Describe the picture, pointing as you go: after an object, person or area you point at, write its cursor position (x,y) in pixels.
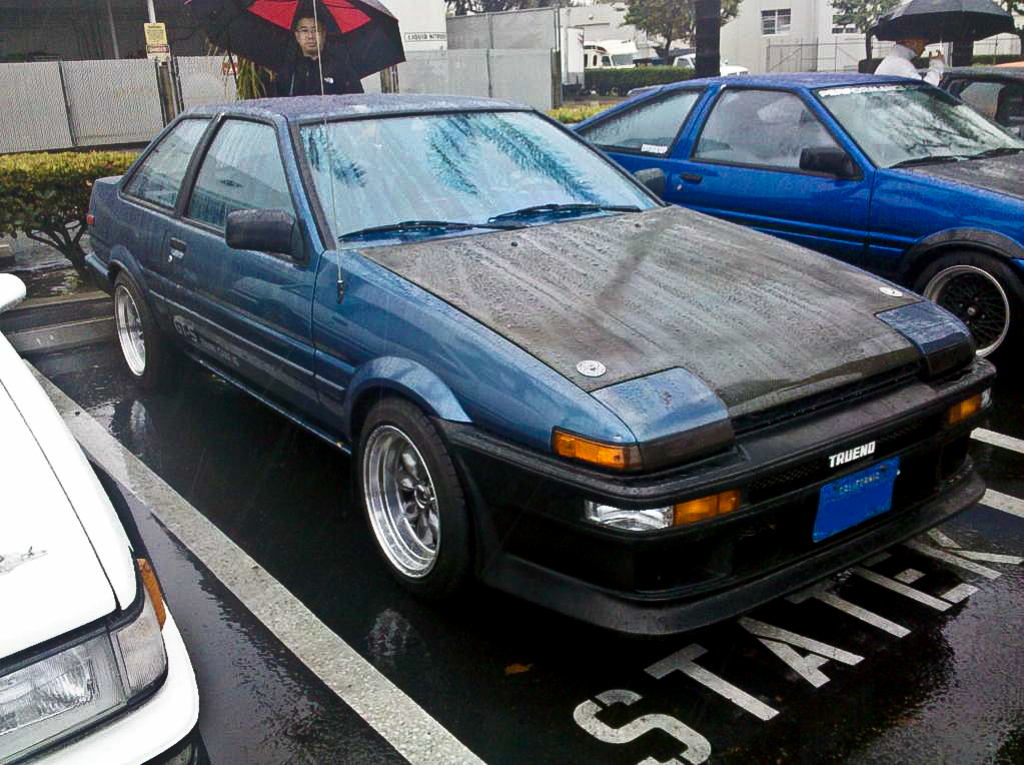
In this image, we can see some cars (739,133). There are two persons (893,56) holding umbrellas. There is a wall (539,76) and building (762,26) at the top of the image (529,29). There is a plant (42,223) in the top left of the image (74,180).
